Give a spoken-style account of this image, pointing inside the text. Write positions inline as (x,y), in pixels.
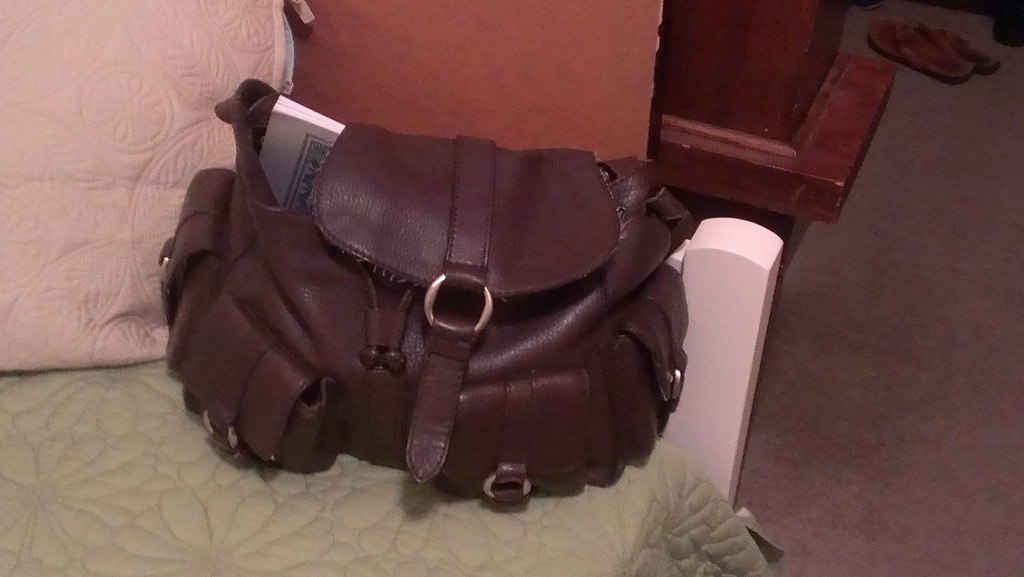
This picture is mainly highlighted with a brown colour handbag (334,386) which is on the quilt (668,479). This is a floor (954,243) and we can see slippers (939,73) over here.
